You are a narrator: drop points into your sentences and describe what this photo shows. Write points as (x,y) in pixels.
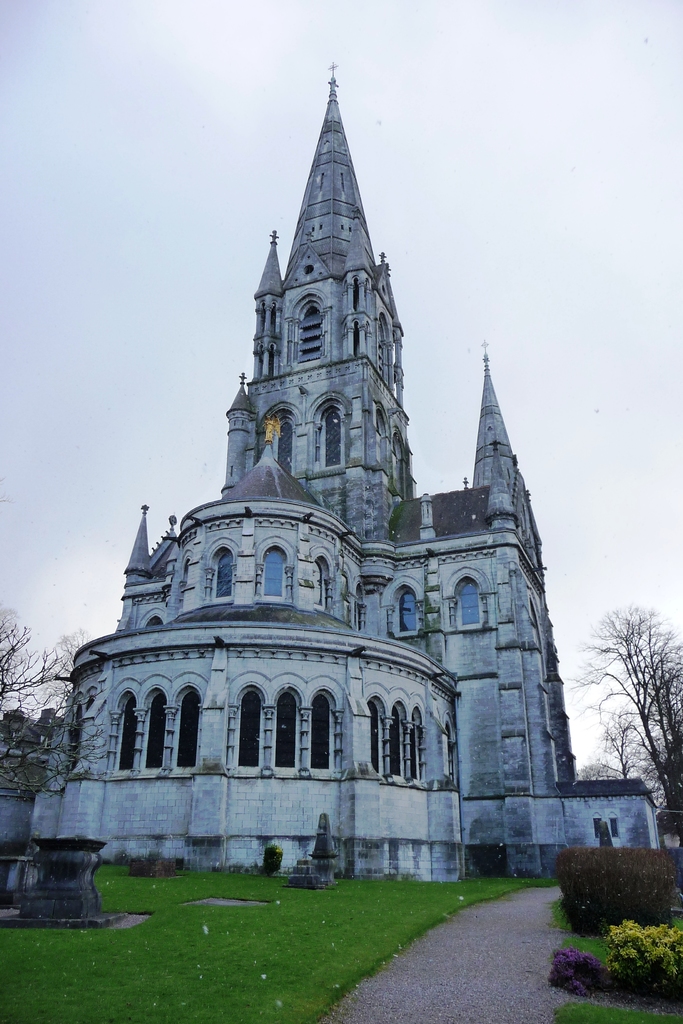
In this image I can see a building (181,746) in white color, at left (62,685) and right I can see few dried trees (662,687), I can also see trees (621,937) and grass (347,914) in green color, at top (535,35) sky (502,132) is in white color.
